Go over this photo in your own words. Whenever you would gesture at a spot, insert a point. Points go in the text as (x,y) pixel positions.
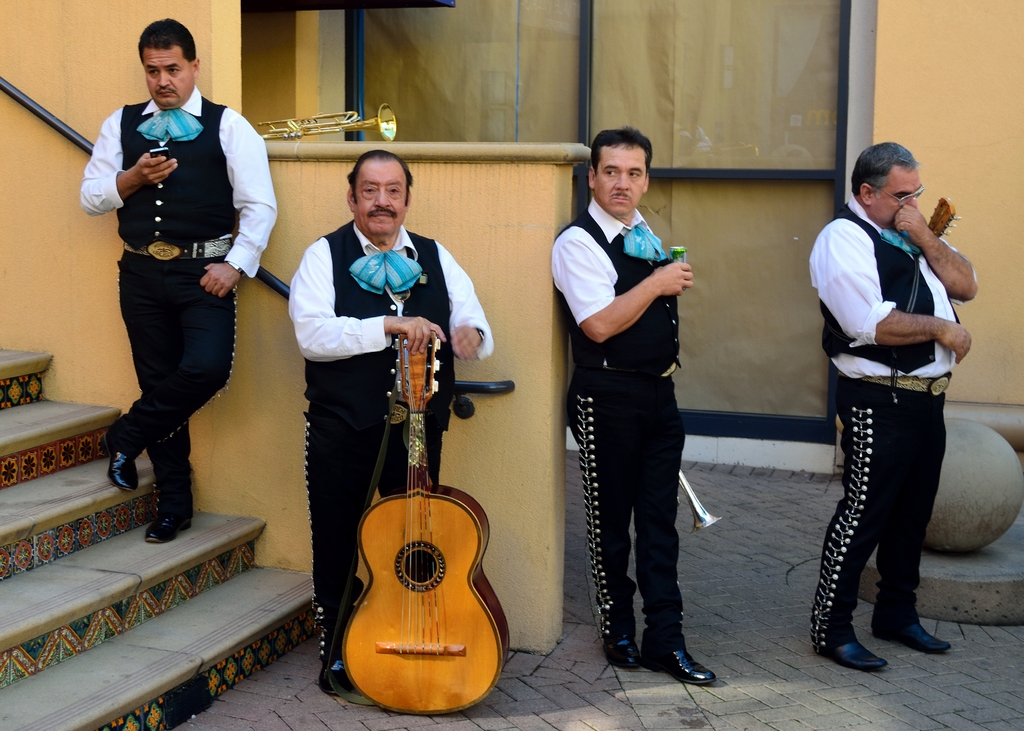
Here we can see a group of people (871,307) standing on the floor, and holding a guitar (420,364) and musical instruments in their hands (457,351), and here is the staircase (147,494), and at back (523,333) here is the wall (891,57).
